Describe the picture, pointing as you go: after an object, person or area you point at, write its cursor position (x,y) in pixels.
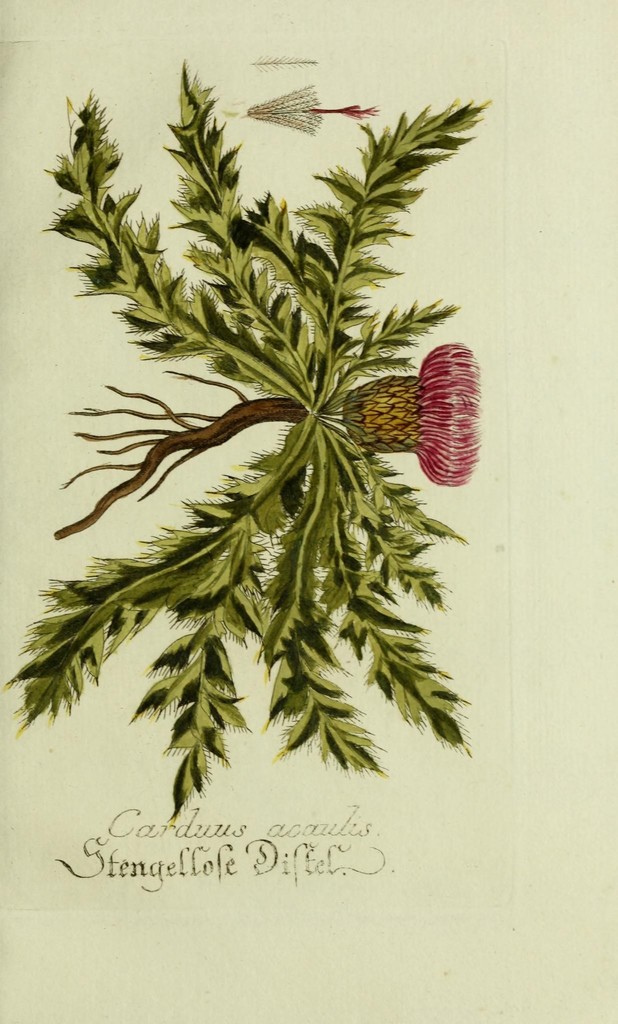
In this picture I can see a printed image of a plant (350,419) with a flower (474,410) and I can see text (218,861) at the bottom of the picture (119,864).
